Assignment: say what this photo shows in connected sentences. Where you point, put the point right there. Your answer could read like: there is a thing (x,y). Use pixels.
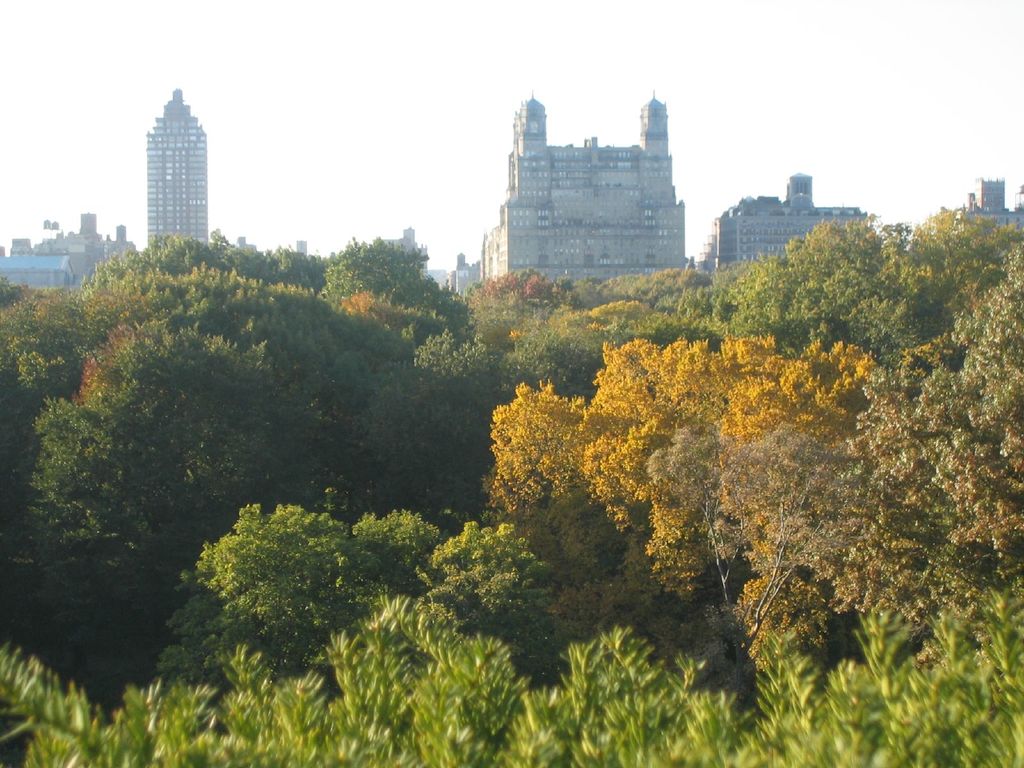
In this image there is forest (555,504) at the bottom (362,564). In the background (590,181) there are tall buildings (202,183) one beside the other. At the top (557,50) there is the sky (543,12).
